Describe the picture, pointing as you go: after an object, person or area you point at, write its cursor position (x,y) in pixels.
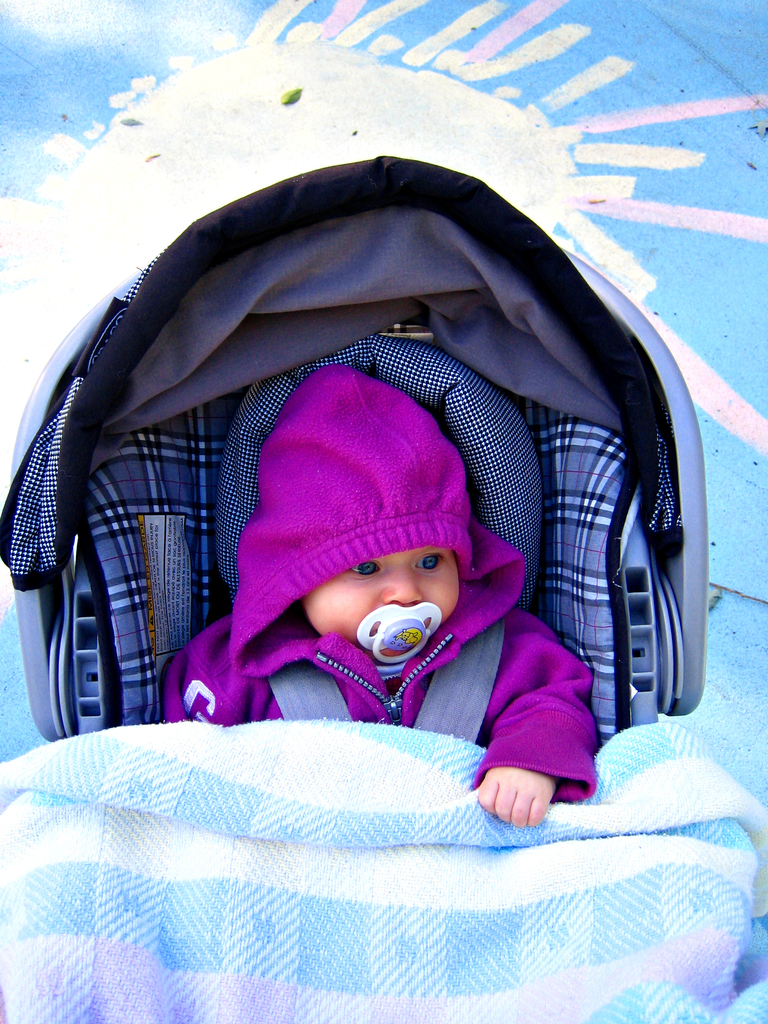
In this image, we can see a baby (363,464) in the car seat (155,447) wearing a coat (361,549) and there is a pacifier (408,646) and we can see a cloth (294,896). In the background (190,136), there is a drawing (338,111) on the ground (564,149).
